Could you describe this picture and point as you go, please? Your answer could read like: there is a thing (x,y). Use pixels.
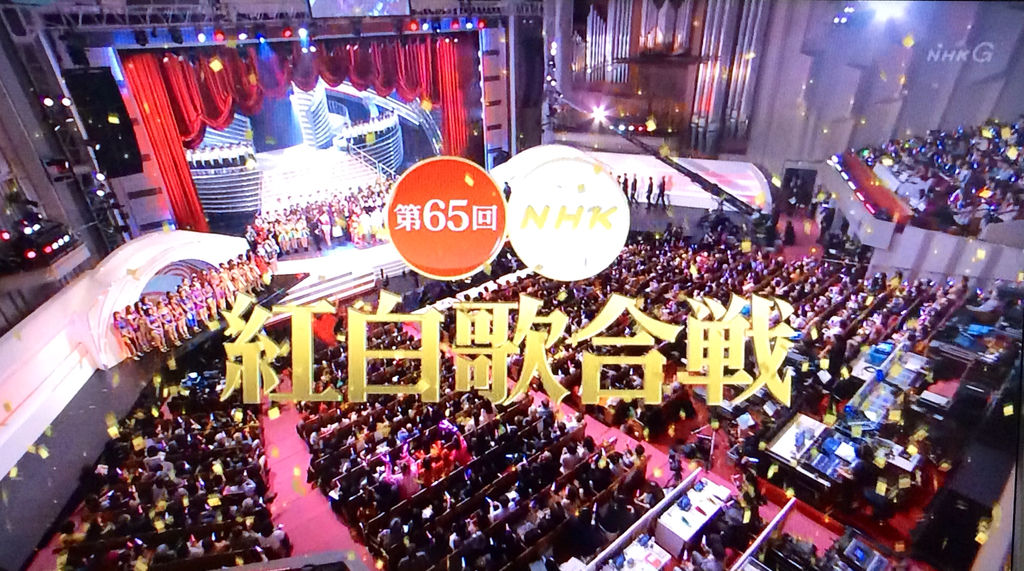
This image looks like it is clicked in an auditorium (804,241). There are many persons (542,294) sitting. In the front (344,199), there is a dais (204,195) on which there are many person (374,209) standing. And there is a red color curtain (198,98). In the middle (356,371), we can see a text (536,334). On the right (846,20), there are walls (830,32).
